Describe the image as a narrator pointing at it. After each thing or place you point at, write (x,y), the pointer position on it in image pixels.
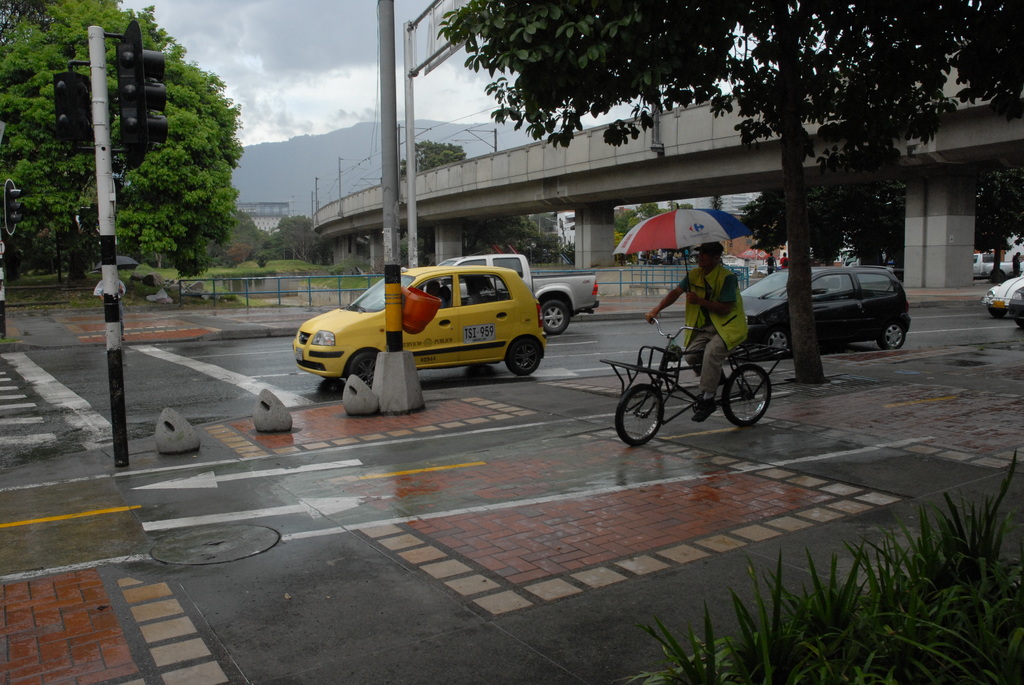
There are vehicles (374,361) on the road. Here we can see a person (726,324) riding a bicycle (753,368) and he is holding an umbrella (688,232). There are trees (166,44) and this is a pole (112,311). and there is a traffic light (153,110). These are the plants (795,648) and there is a sky (354,61) with clouds (342,32). Here we can see a bridge (779,162) and this is pillar (932,244).
